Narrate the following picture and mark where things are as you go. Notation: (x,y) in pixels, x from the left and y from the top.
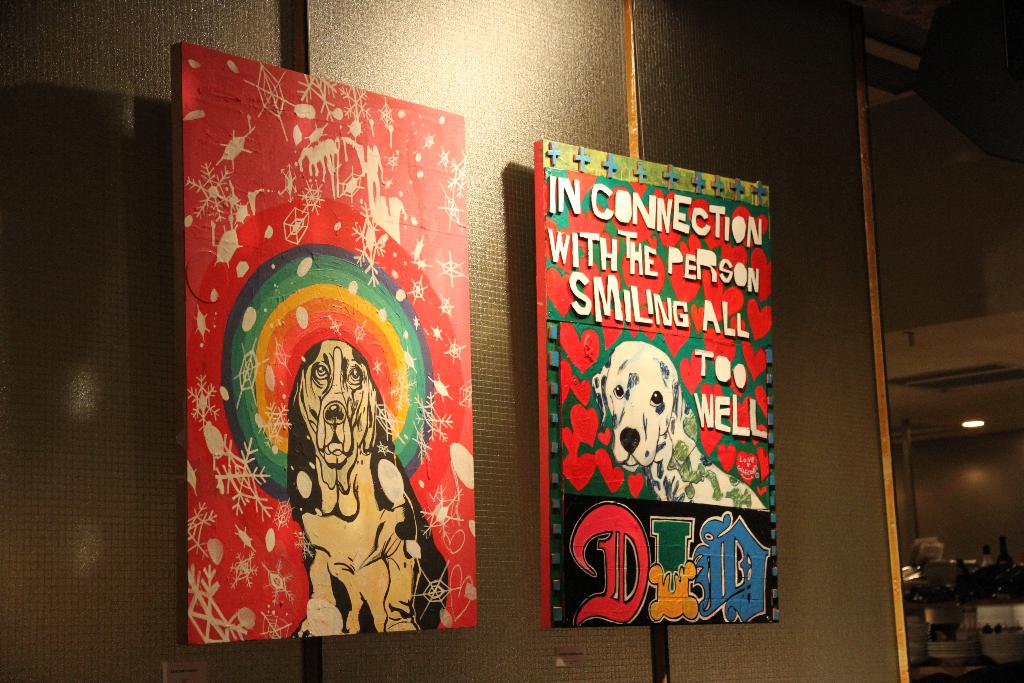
In this picture we can see 2 colorful cardboards (203,311) in red color with the picture of dog (321,446) on it hanged on the wall (143,47).
